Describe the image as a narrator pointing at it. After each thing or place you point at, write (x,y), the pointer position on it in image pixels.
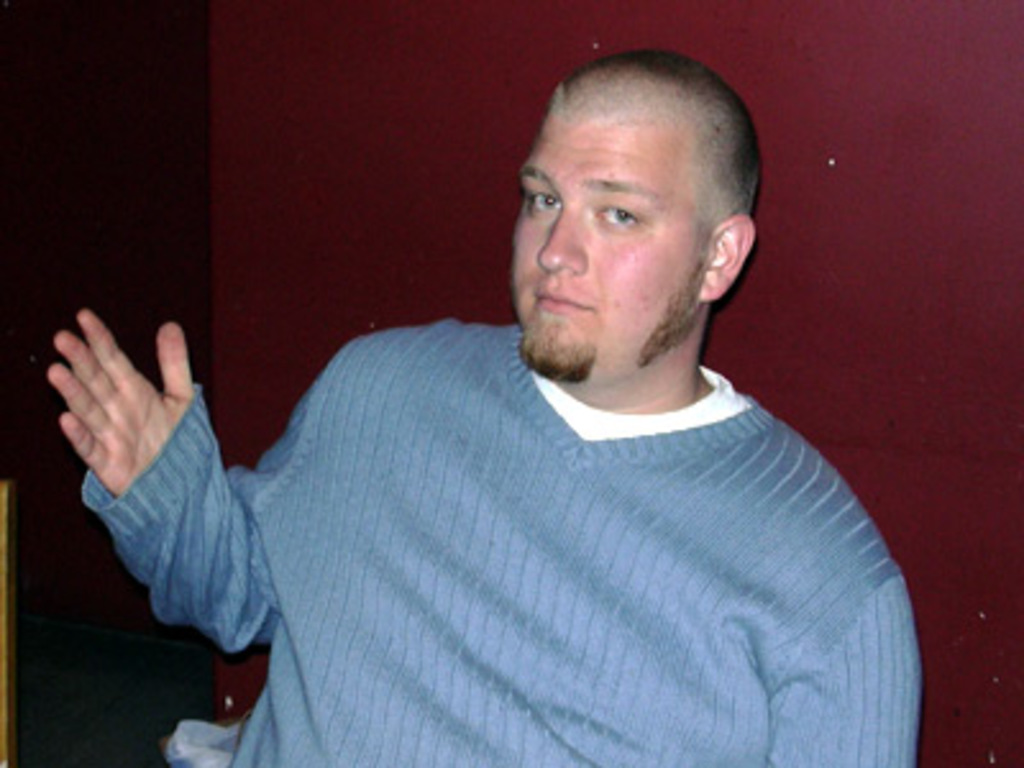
In this image, I can see the man (419,683). He wore a blue color sweater (473,514). The background (344,64) looks maroon in color.
